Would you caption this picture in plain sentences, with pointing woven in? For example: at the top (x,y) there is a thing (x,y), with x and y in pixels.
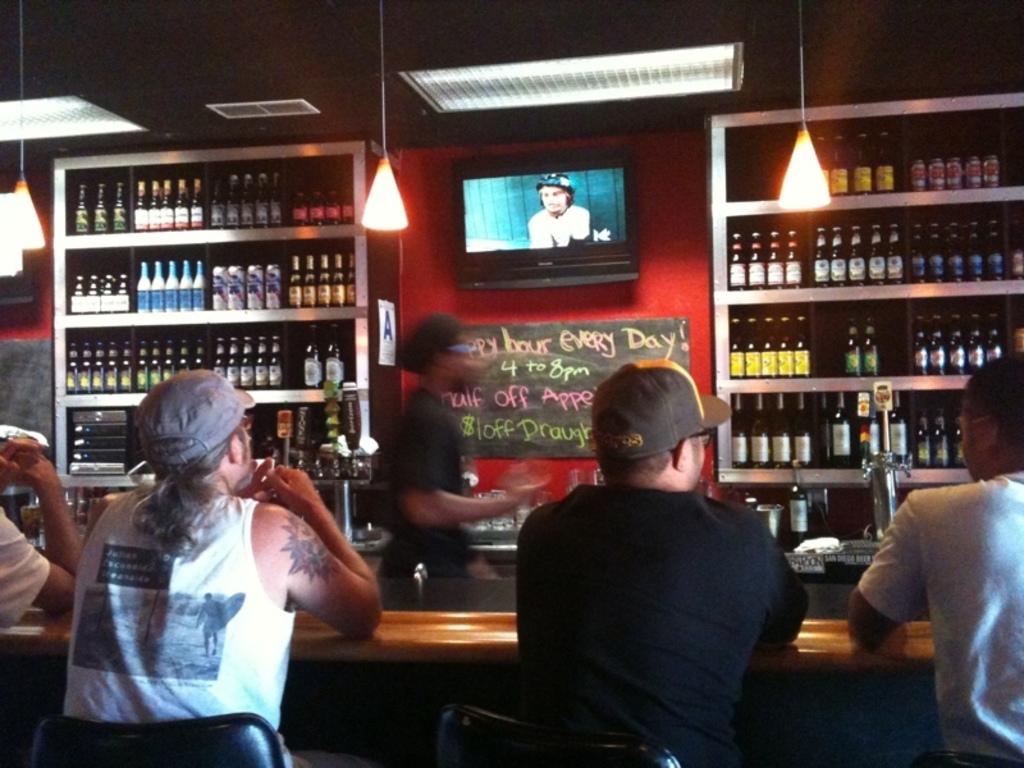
In this image we can see a group of people (547,695) sitting on the chairs (493,727) beside a table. On the backside (408,506) we can see a person (423,532) standing, a group of bottles (324,276) placed in the shelves (349,344), a television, a board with some written text (582,414) on a wall (648,185) and some ceiling lights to a roof (467,134).
